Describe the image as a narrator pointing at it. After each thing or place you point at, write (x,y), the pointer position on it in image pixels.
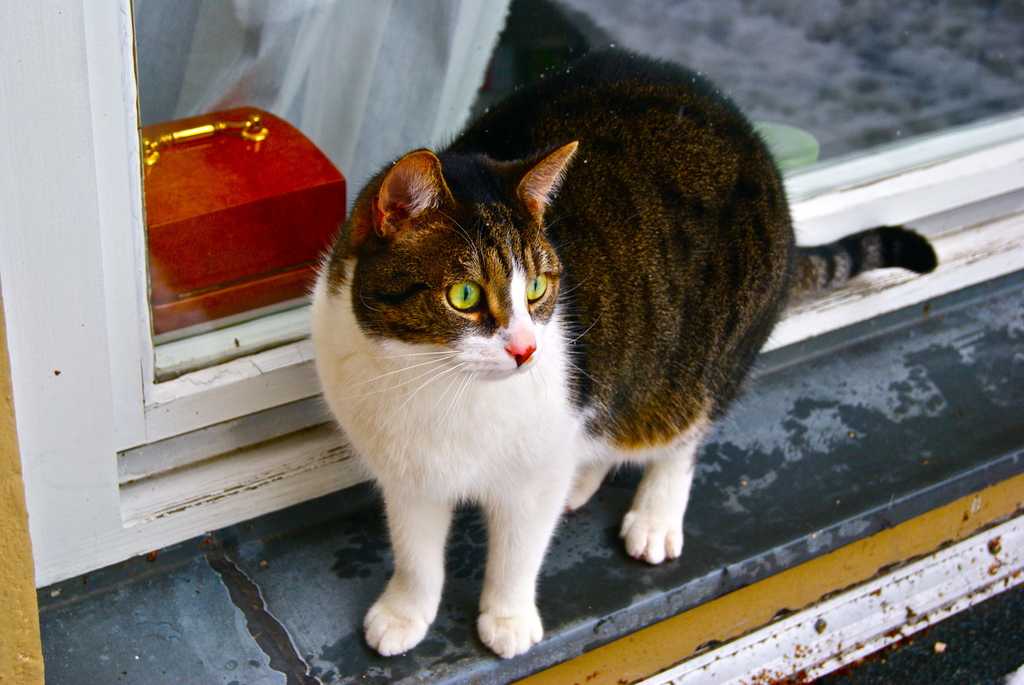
In this image, we can see a cat (391,184) at the window (464,82) and through the window (390,70), we can see a box (263,163).
